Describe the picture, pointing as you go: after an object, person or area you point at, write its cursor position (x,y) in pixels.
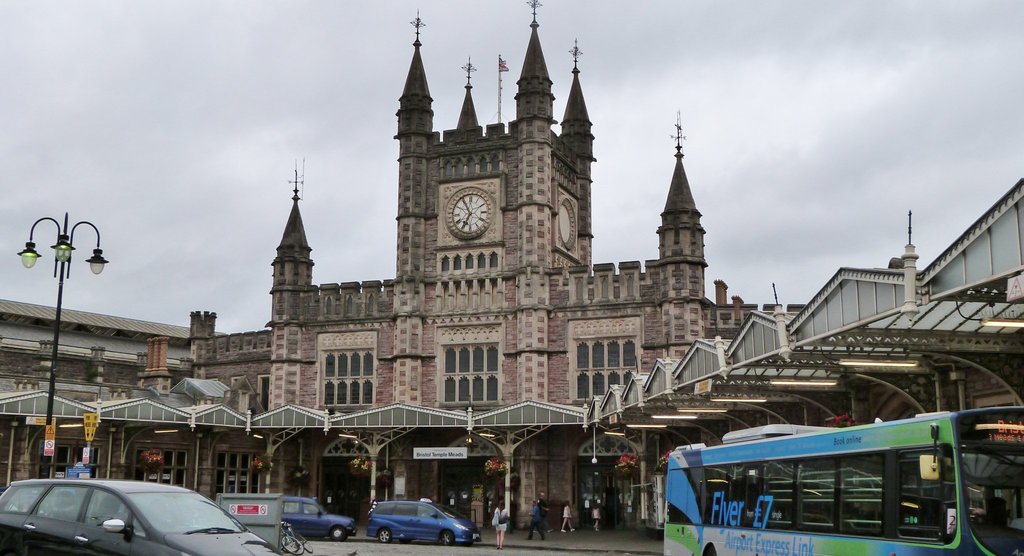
In this picture there is a brown color railway station (465,228) with clock (453,229). In the front (258,442) we can see some iron shed (895,339). In the front (307,503) bottom side there are some blue color cars (438,519) and a bus (820,501) are parked on the road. On the left side (63,285) there is a black color lamppost (69,266).
